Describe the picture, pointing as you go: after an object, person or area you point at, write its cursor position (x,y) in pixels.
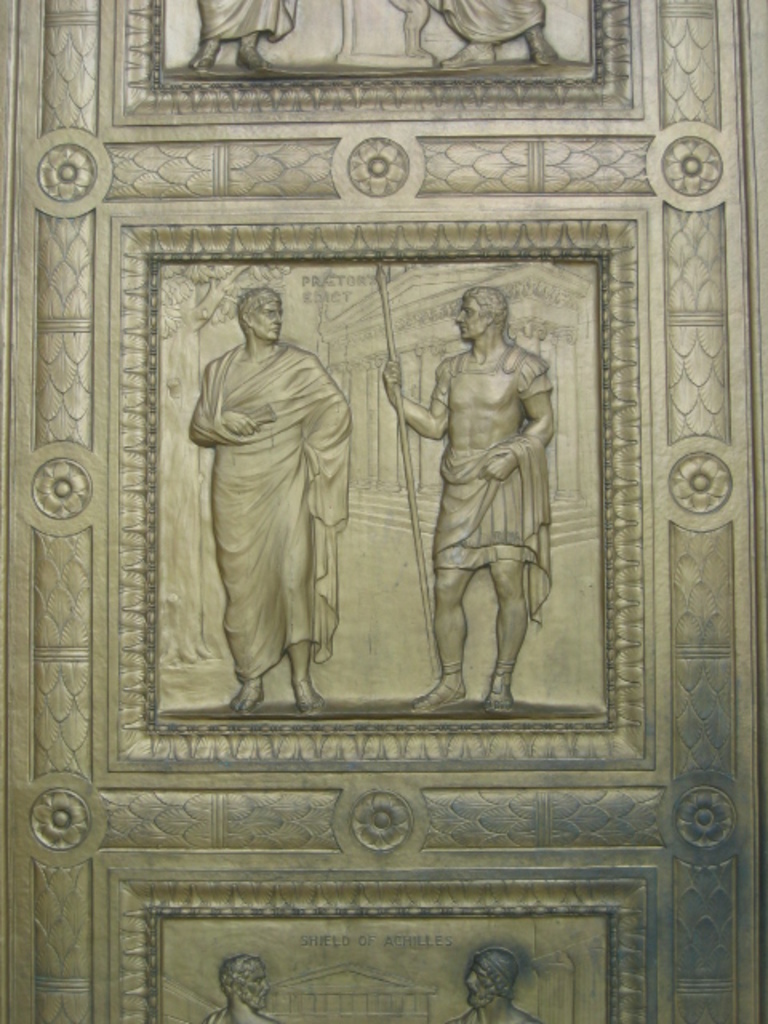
In this image we can see sculptures (205,60) on the door (167,324).
